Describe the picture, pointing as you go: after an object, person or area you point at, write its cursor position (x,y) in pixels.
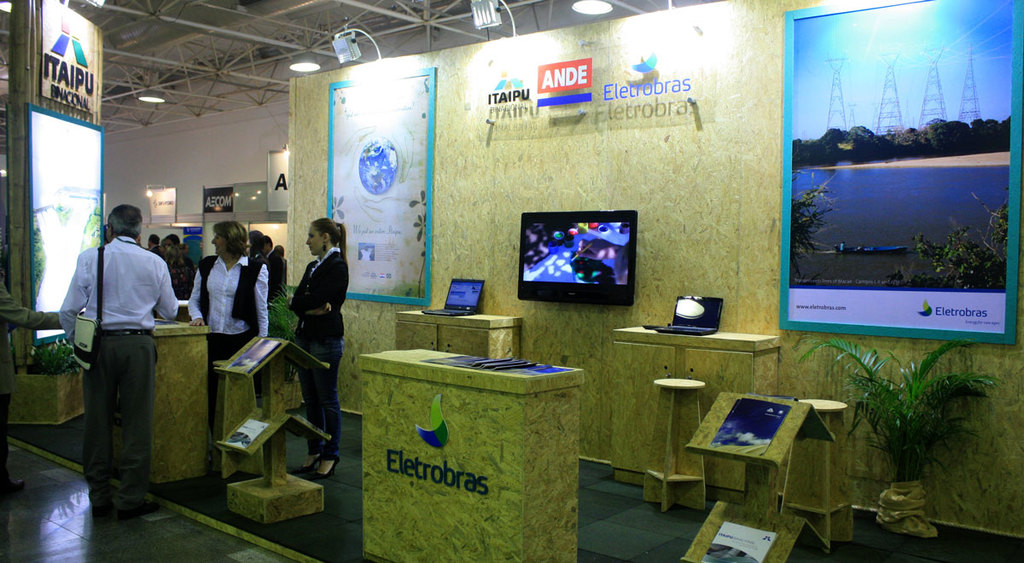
This picture is clicked inside the hall (253,224). On the left (219,282) we can see the group of people (219,282) standing on the ground (68,453) and we can see a person (143,279) wearing a sling bag (83,359) and standing on the ground (65,487) and we can see the tables (503,389) on the top of which laptops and some pamphlets (502,368) are placed and we can see the racks (750,480) containing some objects (760,427) which seems to be the books (261,356) and we can see the text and some depictions (745,445) of some objects (745,445) on the covers (257,422) of the books (725,432). On the right (898,411) we can see the plant (916,440). In the background (918,249) we can see the text (546,79) on the wall (696,93) and we can see the posters (830,126) containing the text (949,309) and the depictions (905,206) of the sky (912,23), metal rods (895,102), trees (949,239), water body (947,206) and some objects (366,155). At the top (199,21) we can see the roof (235,24), metal rods (248,49), lights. On the left (57,356) we can see the plant (70,359) and some other objects (66,393).
